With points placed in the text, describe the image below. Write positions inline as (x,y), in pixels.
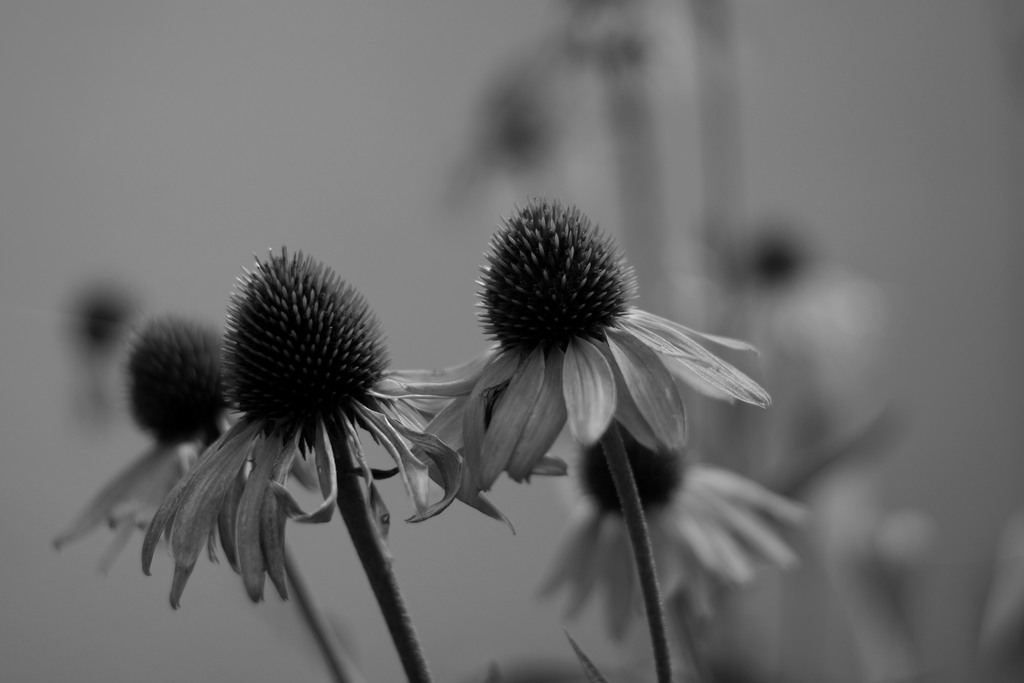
In the picture we can see a black and white photograph of some flowers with stem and behind it, we can see some flowers (815,300) which are not clearly visible.
